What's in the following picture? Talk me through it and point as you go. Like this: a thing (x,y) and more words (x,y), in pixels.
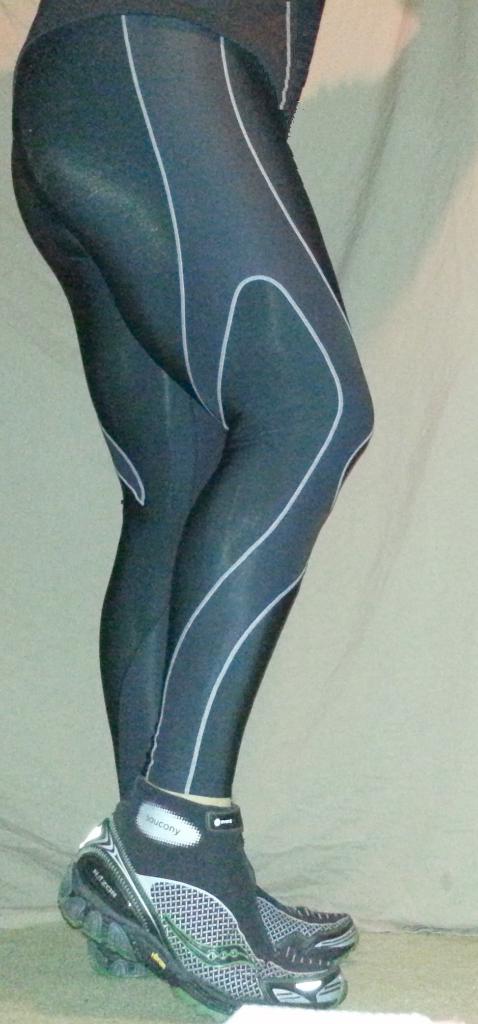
In this picture I can see the legs (161,421) of a person (164,585) wearing shoes (150,921).
